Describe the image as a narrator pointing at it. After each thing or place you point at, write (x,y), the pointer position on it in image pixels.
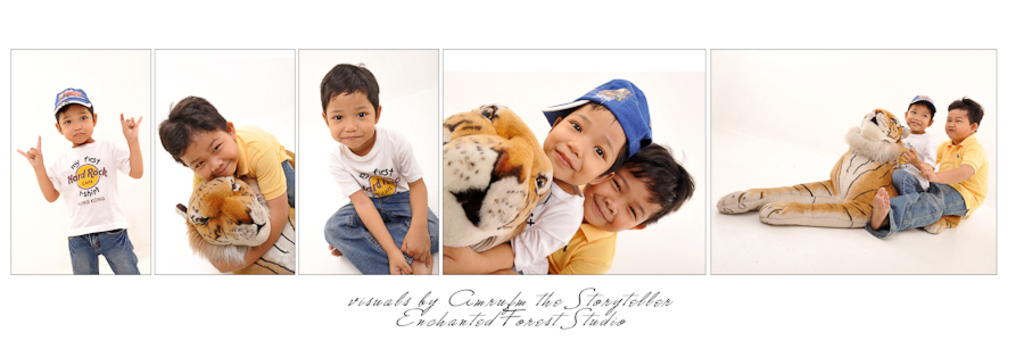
It is a collage picture. In the center of the image (655,186) we can see one kid (97,200) is standing and few kids (676,175) are sitting and they are smiling, which we can see on their faces (578,188). And we can see three kids (39,149) are wearing caps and holding one toy (833,174). In the bottom of the image (468,308), we can see some text (526,302).
